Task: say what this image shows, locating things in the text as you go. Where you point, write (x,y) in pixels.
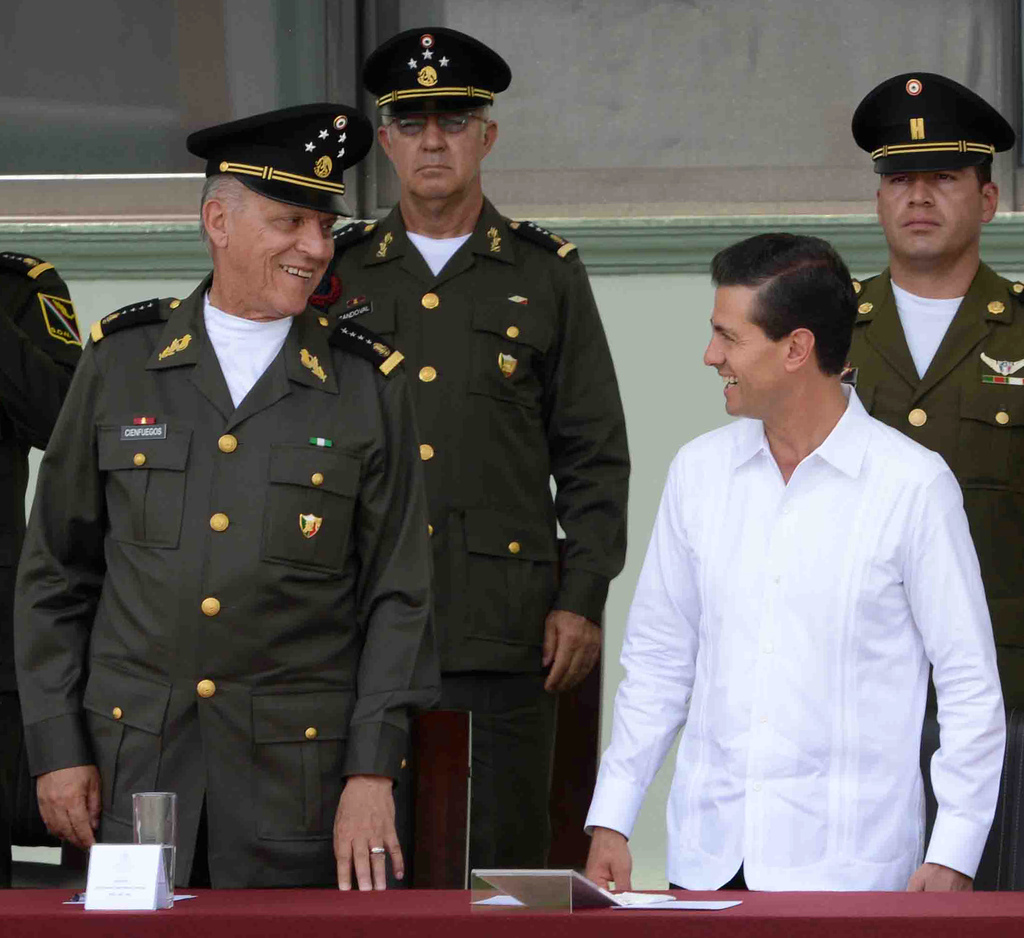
In the foreground of the picture (164,913) there is a table (239,919) covered with red cloth (188,914), on the table (389,889) there are a glass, name plate (122,894) and other objects (564,891). In the center of the picture (369,616) there are people (409,294) in uniforms (421,467) and a person (813,634) in white shirt (808,607). In the background (661,212) there are glass windows (679,113) and wall (154,289).
